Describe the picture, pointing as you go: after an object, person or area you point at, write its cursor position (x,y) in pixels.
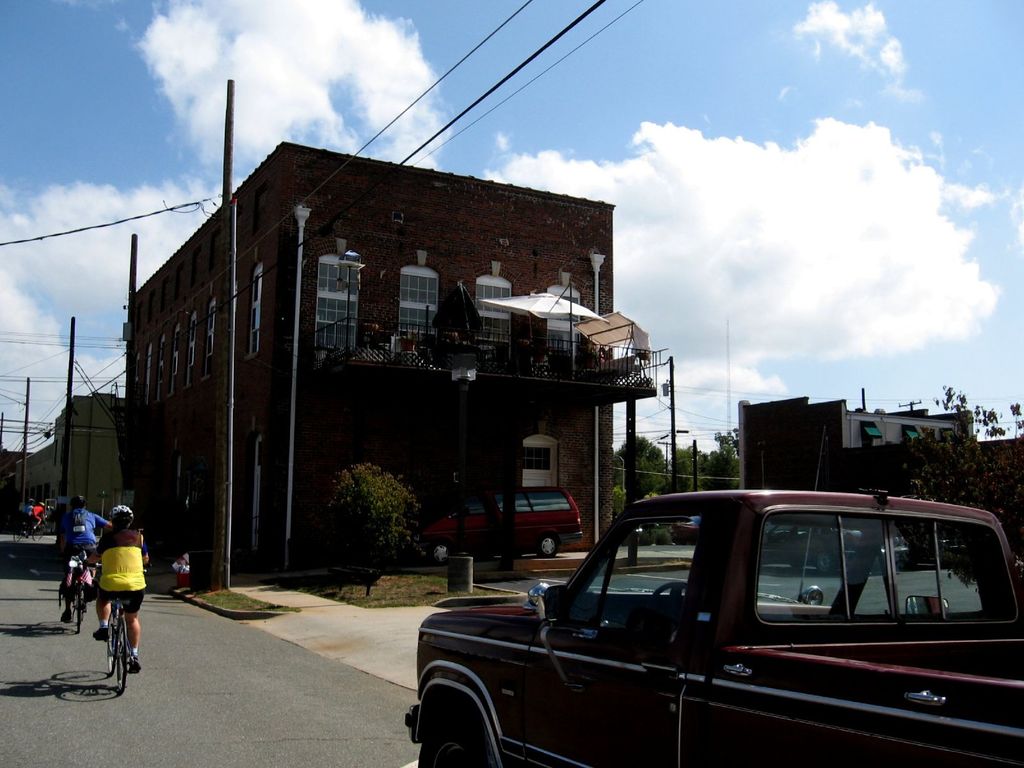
In this image I can see the road (249,703), few persons (134,644) riding bicycles (117,649) on the road (62,650) and a car (611,675) on the road (316,718). In the background (488,87) I can see few trees (362,508), few buildings (489,387), few other vehicles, few poles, few wires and the sky (771,142).
